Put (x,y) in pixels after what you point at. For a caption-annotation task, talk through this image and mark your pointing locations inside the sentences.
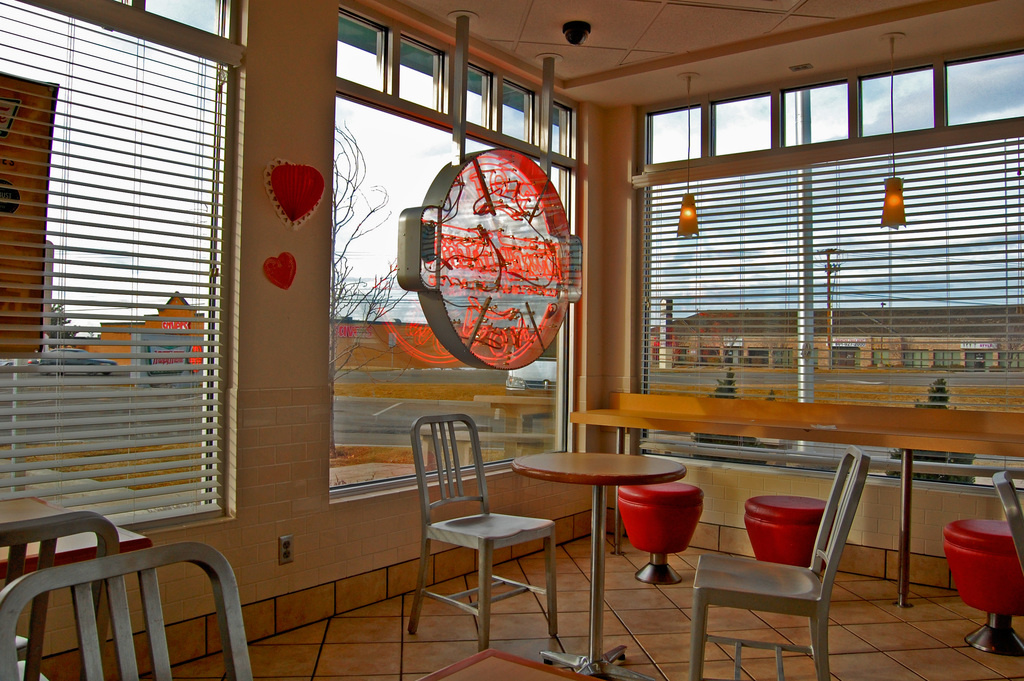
In this image there are chairs (550,585), tables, in the background (347,109) there are glass wall (833,190) and there is a rope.
